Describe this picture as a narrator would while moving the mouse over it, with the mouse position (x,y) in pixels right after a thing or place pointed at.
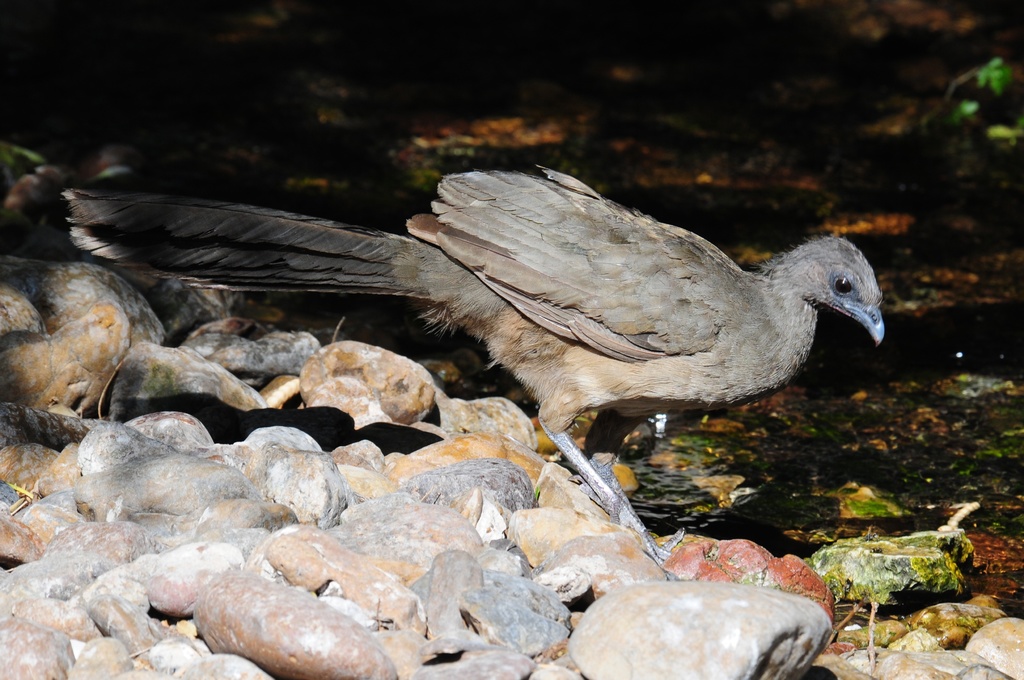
In the center of the image (575,295) we can see a bird (556,305). On the left (217,543) we can see stones (446,526). In the background (700,199) there is water (847,443).
